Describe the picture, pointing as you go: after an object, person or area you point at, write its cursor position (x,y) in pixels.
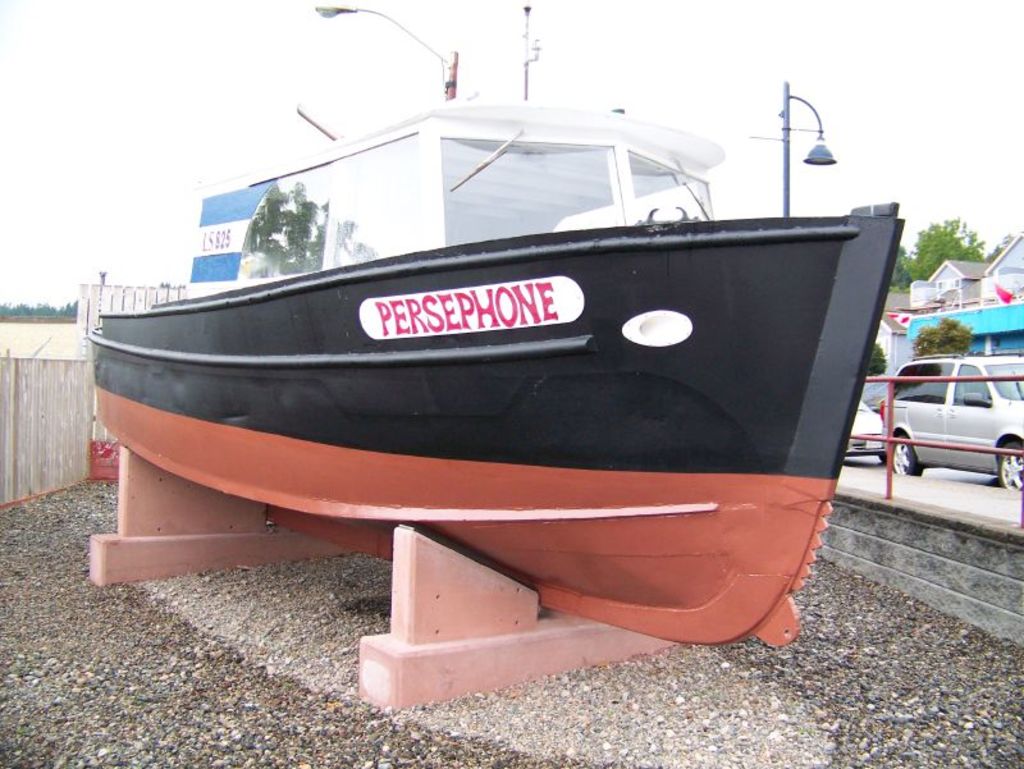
In this picture we can see a boat (582,307). There are few trees (904,264), a building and some fencing (900,379) on the right side (923,290). Greenery (9,311) is visible in the background (896,277).
